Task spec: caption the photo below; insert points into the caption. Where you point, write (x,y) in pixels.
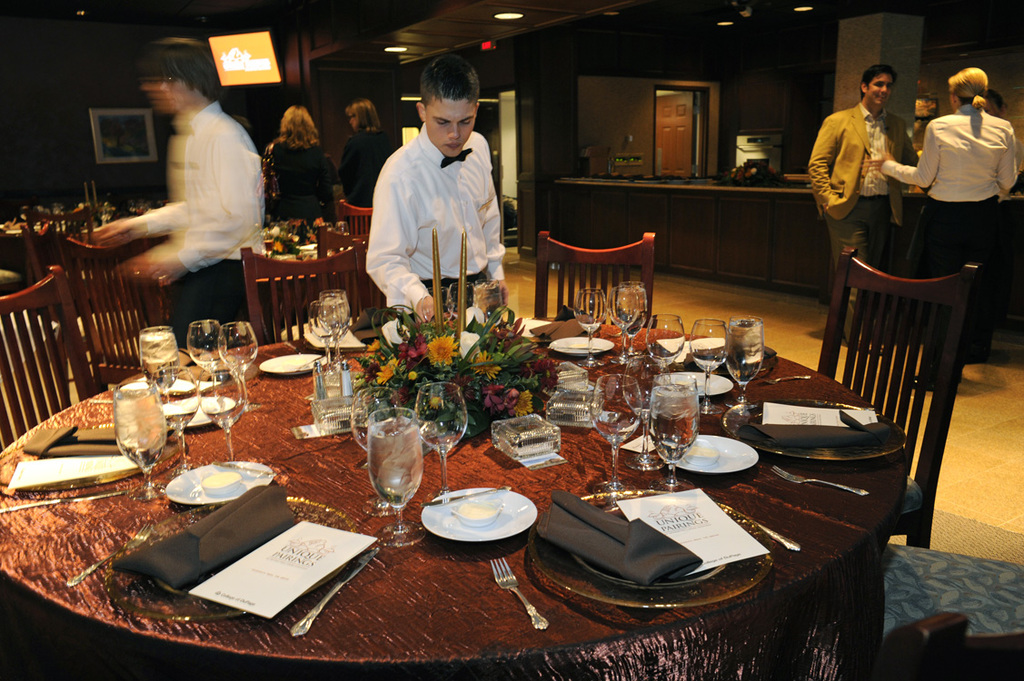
In this image I can see a dining table (354,601). On that there are some glasses (689,434), bowls (714,461), plates (623,577), spoons (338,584), and flower pot (406,367) are arranged. In the background (955,135) I can see few people (955,135) are standing and talking to each other. It seems like a restaurant (414,509). In the background (87,74) there is a wall (54,93) and few frames (114,138) are attached to it.
